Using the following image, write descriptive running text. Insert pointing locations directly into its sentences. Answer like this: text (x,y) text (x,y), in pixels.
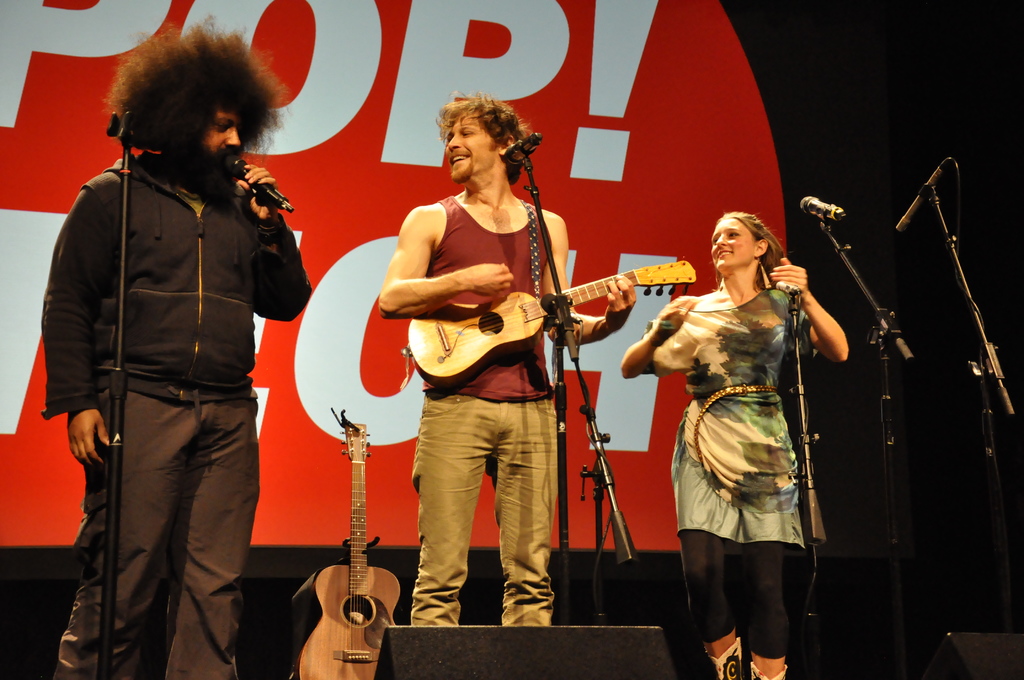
In the picture we can see three people (185,71), two (145,265) are men (296,299) and one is woman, the two men (284,294) are singing a song in the microphone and one man (560,273) holding a guitar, and woman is holding a microphone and smiling towards them, in the background (368,627) we can see a guitar (344,598) placed on the floor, and in the background (549,94) we can also see a banner (697,183) POP.
